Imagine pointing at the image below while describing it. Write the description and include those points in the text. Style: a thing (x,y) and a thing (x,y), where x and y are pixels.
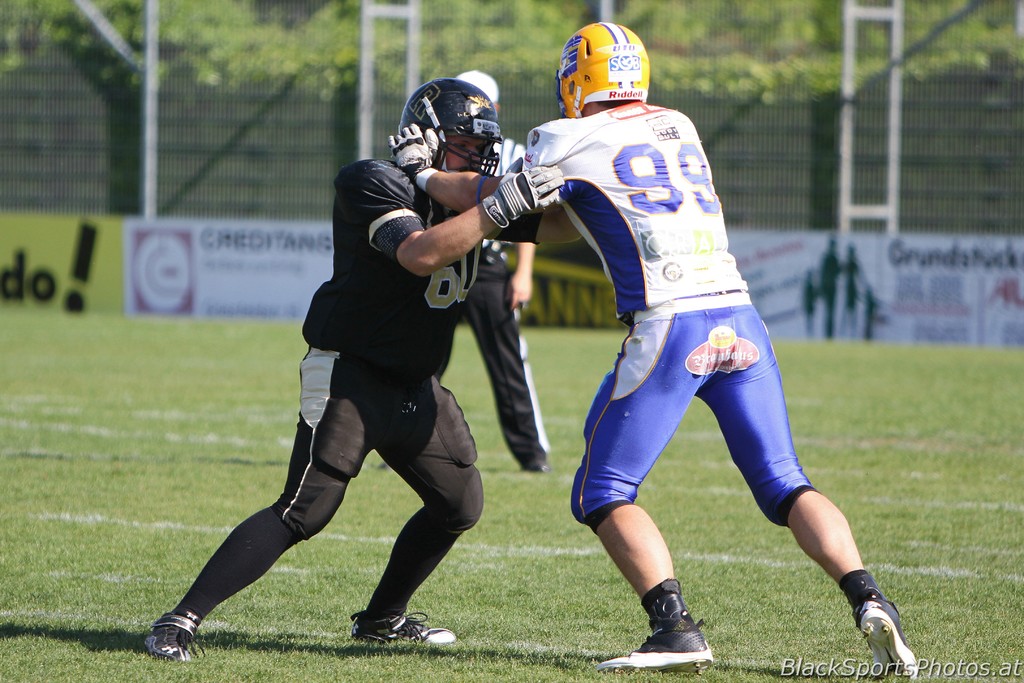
In this image there are two American football players (407,305) fighting with each other on the ground (471,582). In the background (517,297) there is a referee (502,302) standing on the ground (500,438). There is a fencing (129,59) in the background (136,110) under the fencing (175,111) there are hoardings (174,268).
